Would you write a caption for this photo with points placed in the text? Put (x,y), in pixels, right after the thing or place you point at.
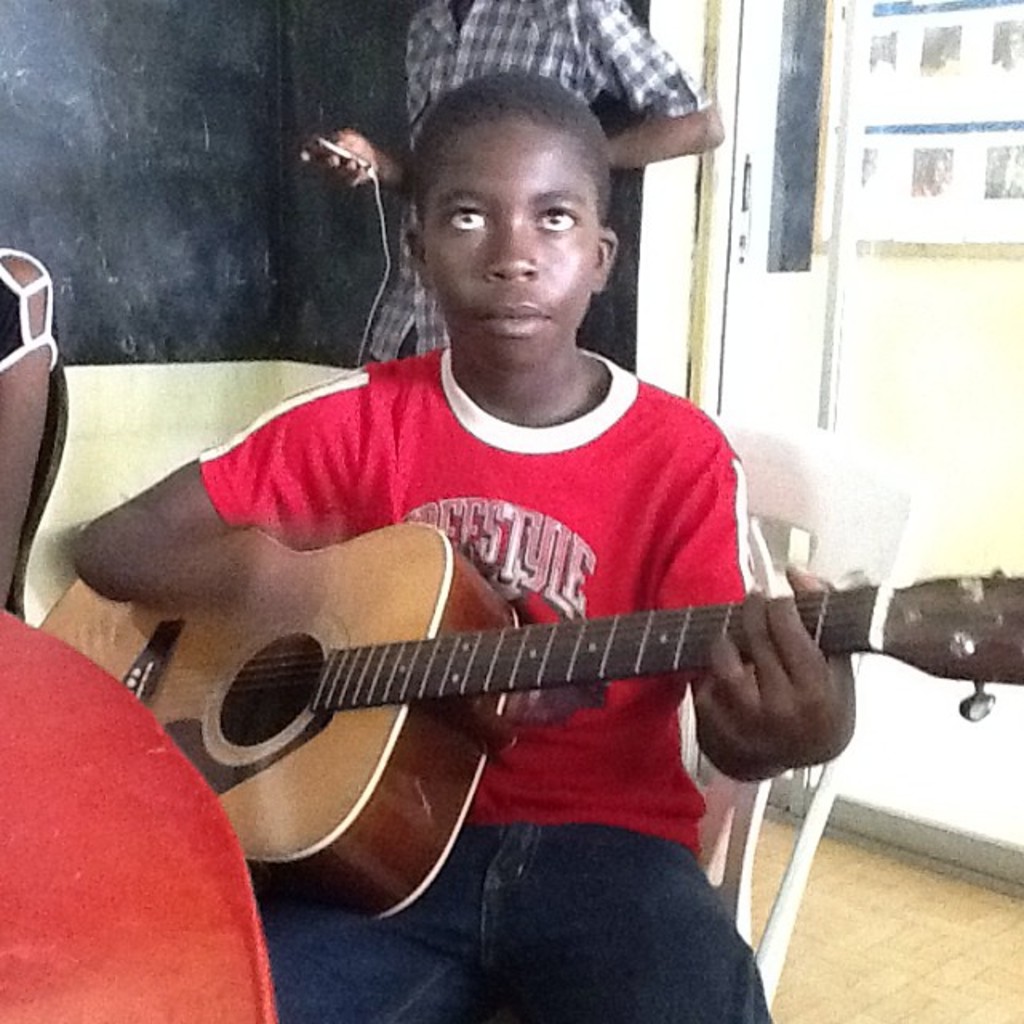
The image is inside the room (860,426). In the image there is a boy (696,473) sitting on chair (778,445) and holding a guitar (365,671) and playing it. In background (535,13) we can see a man (512,65) standing and he is also holding a mobile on his hand (355,150), in background (144,100) there is a wall (135,183) which is in black color. On right side (921,114) there is a glass door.
